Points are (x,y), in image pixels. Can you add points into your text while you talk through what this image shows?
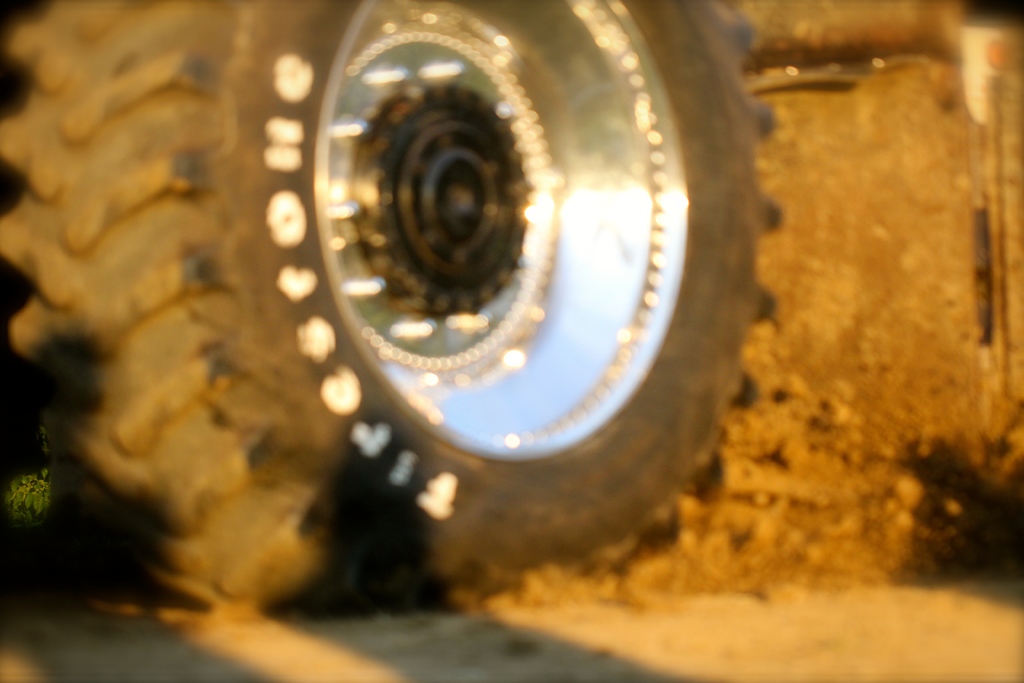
In this image we can see a wheel (325,331) of a vehicle (604,216) on a surface (649,586). On the wheel (290,357) we can see the text (360,432).
